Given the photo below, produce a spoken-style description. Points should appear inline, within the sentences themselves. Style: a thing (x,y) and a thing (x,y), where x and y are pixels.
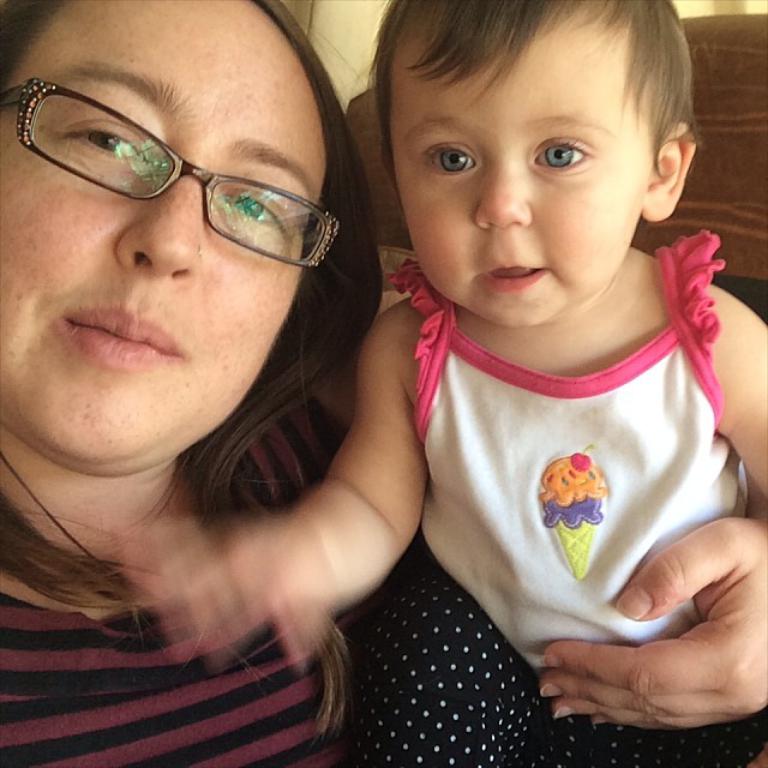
In this image we can see a woman (260,86) and a child (538,237).
